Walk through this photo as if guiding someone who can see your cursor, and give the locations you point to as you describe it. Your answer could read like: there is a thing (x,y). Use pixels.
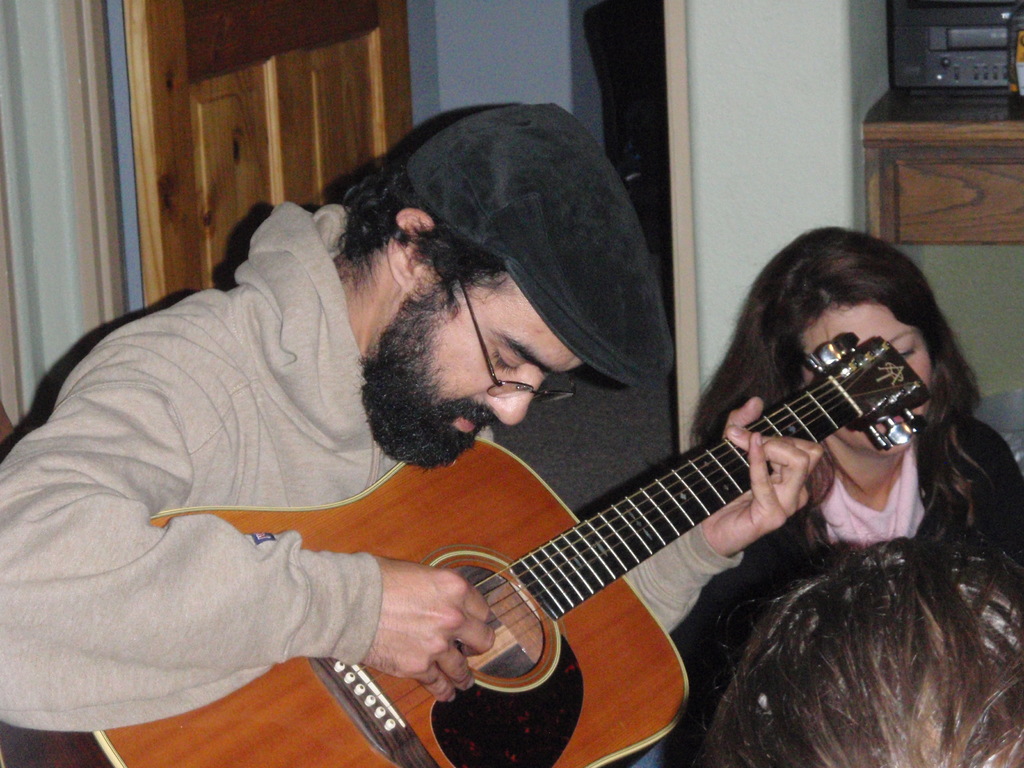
In the image we can see there is a person (68,556) who is sitting and holding guitar (367,761) in his hand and beside him there are women (938,499) who are sitting on the floor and the man (598,315) is wearing black colour cap (575,276).
